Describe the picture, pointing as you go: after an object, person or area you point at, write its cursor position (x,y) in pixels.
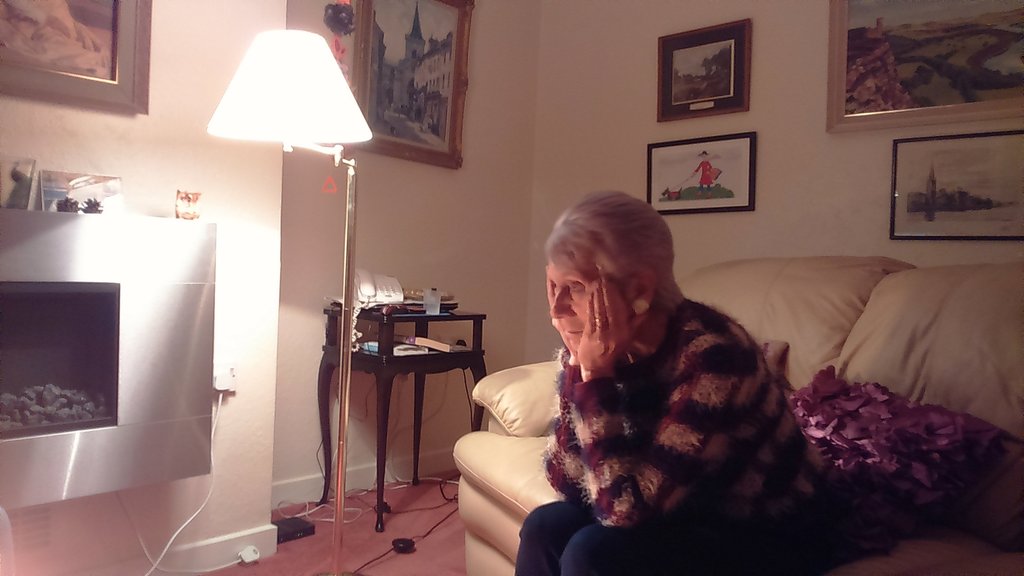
This woman (563,331) is sitting on a couch (939,348). On a couch (955,383) there are pillows (914,419). Different type of photos (739,78) on wall (540,75). This is a lantern lamp (334,149) with stand (336,519). On this table (412,363) there is a telephone (375,281), books (417,344) and bottle (435,297). On floor (433,541) there are cables (456,498).
